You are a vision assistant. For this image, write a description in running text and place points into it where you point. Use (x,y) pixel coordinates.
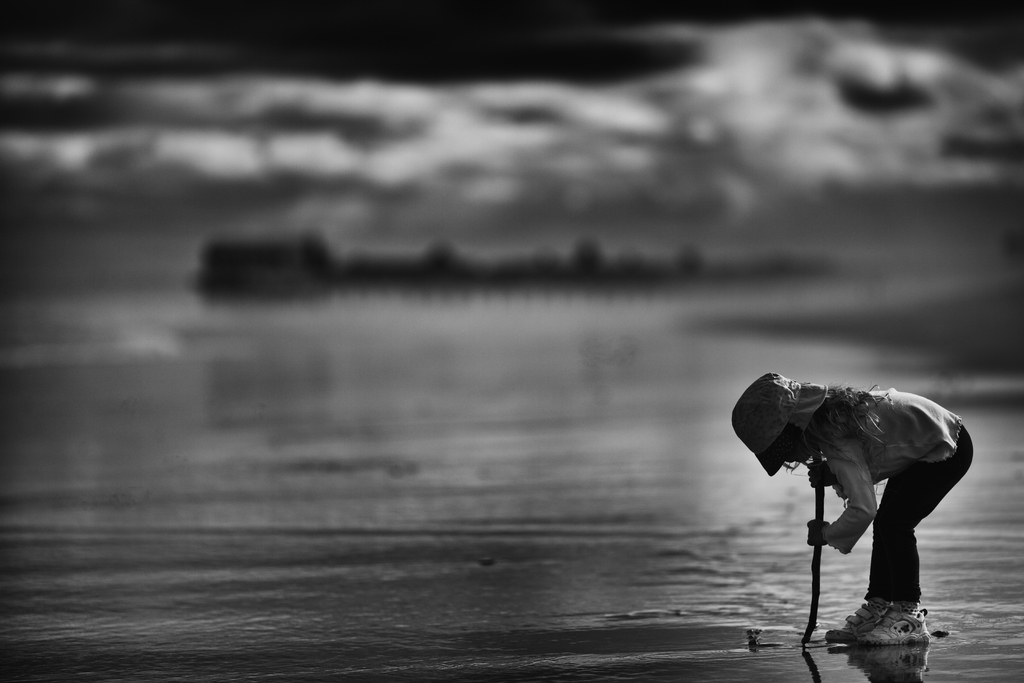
On the right side (862,405), there is a child (862,405), wearing a cap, holding a stick (809,626) and bending on ground (954,631) which is wet. And the background (899,87) is blurred.
